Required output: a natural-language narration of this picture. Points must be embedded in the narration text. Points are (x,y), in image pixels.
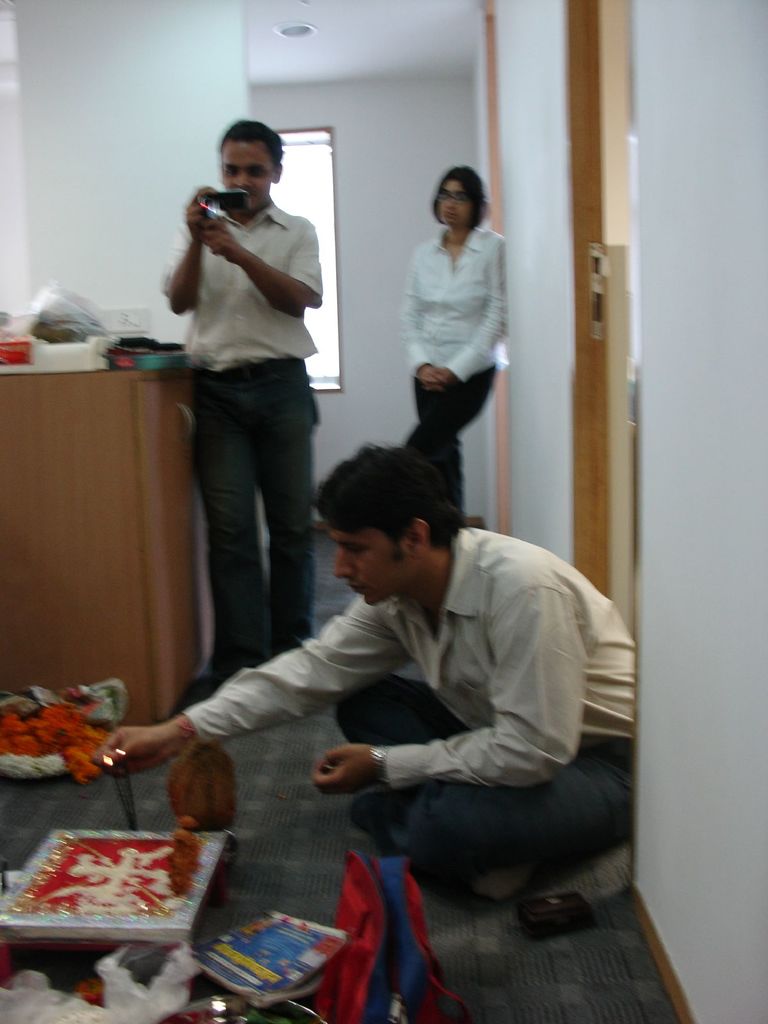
On the right side (604,725) a man (584,743) is sitting on the floor (269,870) and trying to light the sticks (126,771). In the middle (309,485) a man (299,281) is standing and shooting with the mobile phone (220,204), here a woman (471,251) is standing she wore a white color shirt (487,345).
